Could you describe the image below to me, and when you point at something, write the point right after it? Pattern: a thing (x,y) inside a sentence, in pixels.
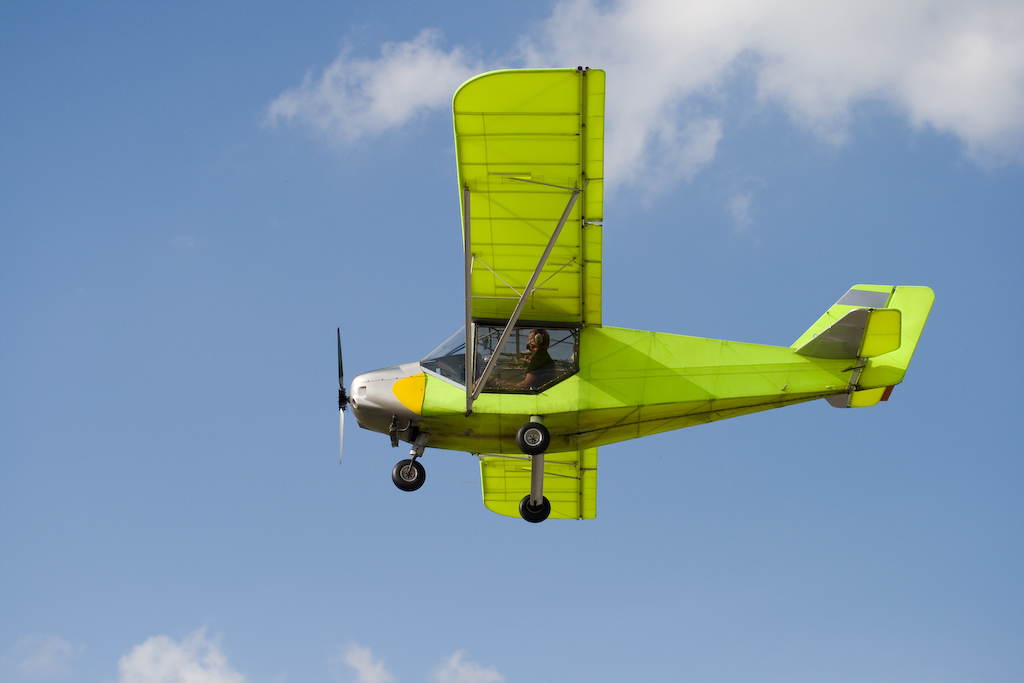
In this picture I can see an aircraft (466,377) in air (362,367) and I see a person (524,381) sitting in it. In the background (328,423) I can see the cloudy sky (857,609).
